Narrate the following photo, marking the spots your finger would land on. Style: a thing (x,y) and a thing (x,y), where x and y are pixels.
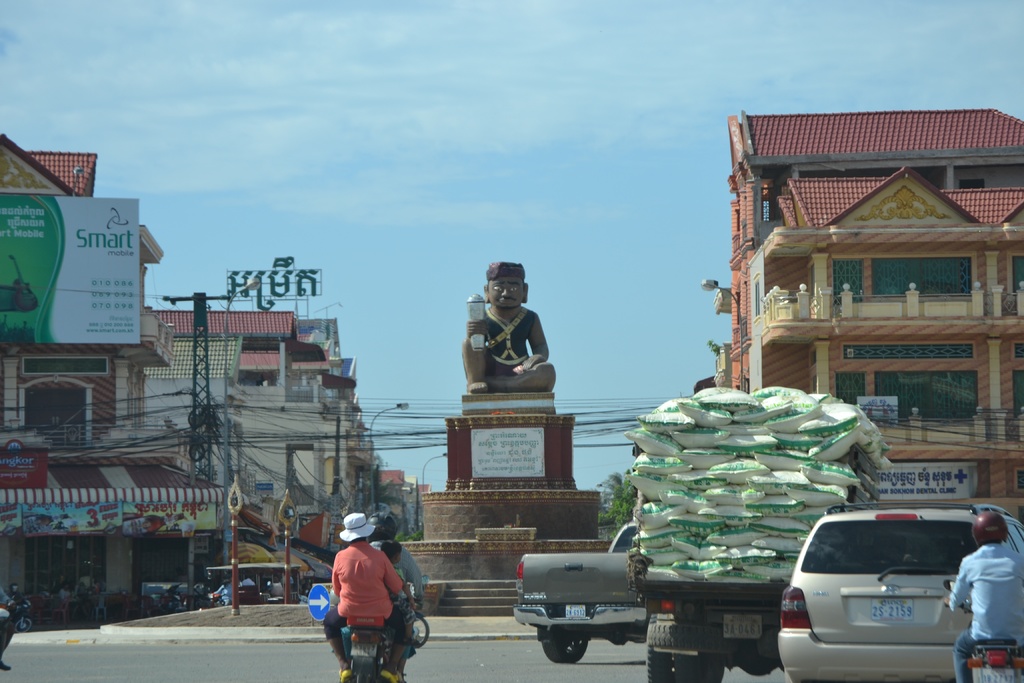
In front of the image there are vehicles (774,585) on the road (188,678). In the center of the image (548,430) there is a statue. There are poles (234,533), electrical poles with cables (117,456), lamp posts (383,411), boards (40,281). On the left side of the image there is a tower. There are trees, buildings (900,193). At the top of the image (428,121) there is sky (469,109).
